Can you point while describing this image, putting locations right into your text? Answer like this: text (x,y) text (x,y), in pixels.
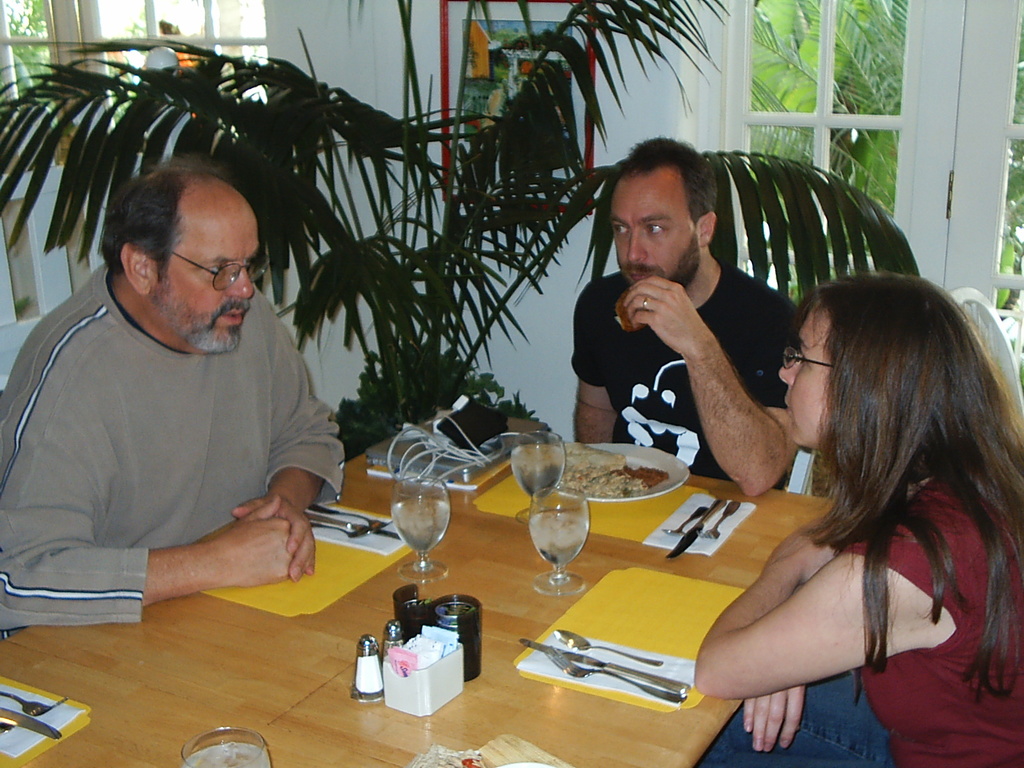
This picture is taken in the room (785,587), There is a table (577,726) which is in yellow color on that table (315,624) there are some glasses (551,545) and a plate (592,497) and there are some spoons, There are some people (876,699) sitting on the chairs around the table (72,653), In the background (281,158) there is a green color plant (413,146) and there is a glass window (848,75) and there is a white color wall (383,59).
